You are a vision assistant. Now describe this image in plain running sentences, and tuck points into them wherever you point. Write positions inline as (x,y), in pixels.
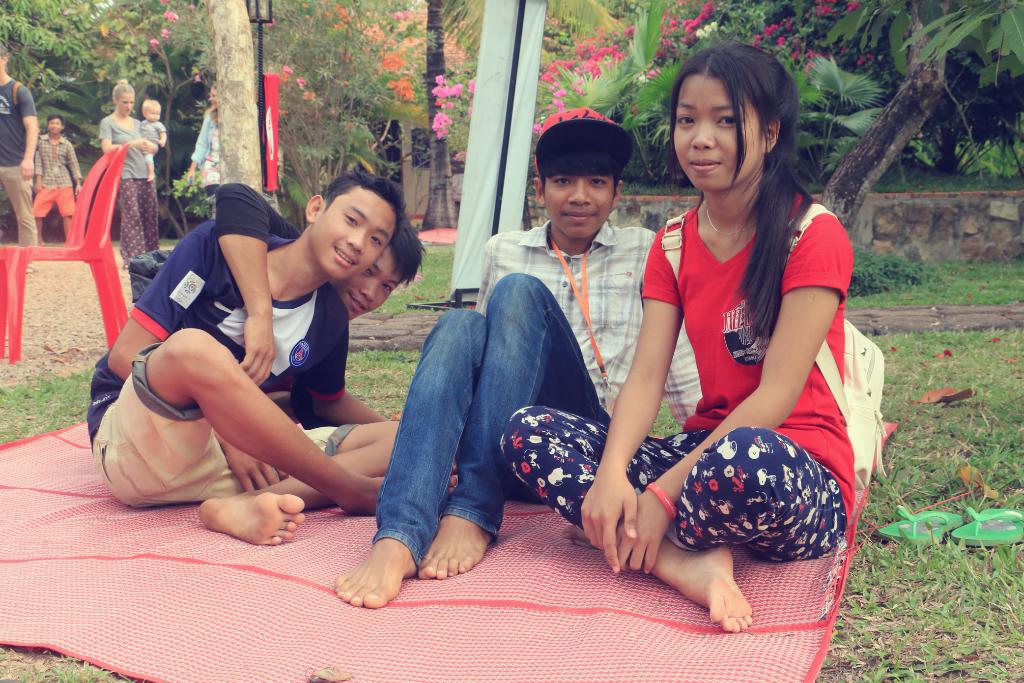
In this image we can see three boys (327,274) and a girl (722,205) sitting on the mat (586,555) which is on the grass (889,609). We can also see the dried leaves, footwear (964,537) on the right (910,528). In the background (18,254) we can see the chair (93,241), board (272,103), people (19,212), banner (475,186) and also the trees (337,82). We can also see the wall (656,214) and also the sand (78,364).
